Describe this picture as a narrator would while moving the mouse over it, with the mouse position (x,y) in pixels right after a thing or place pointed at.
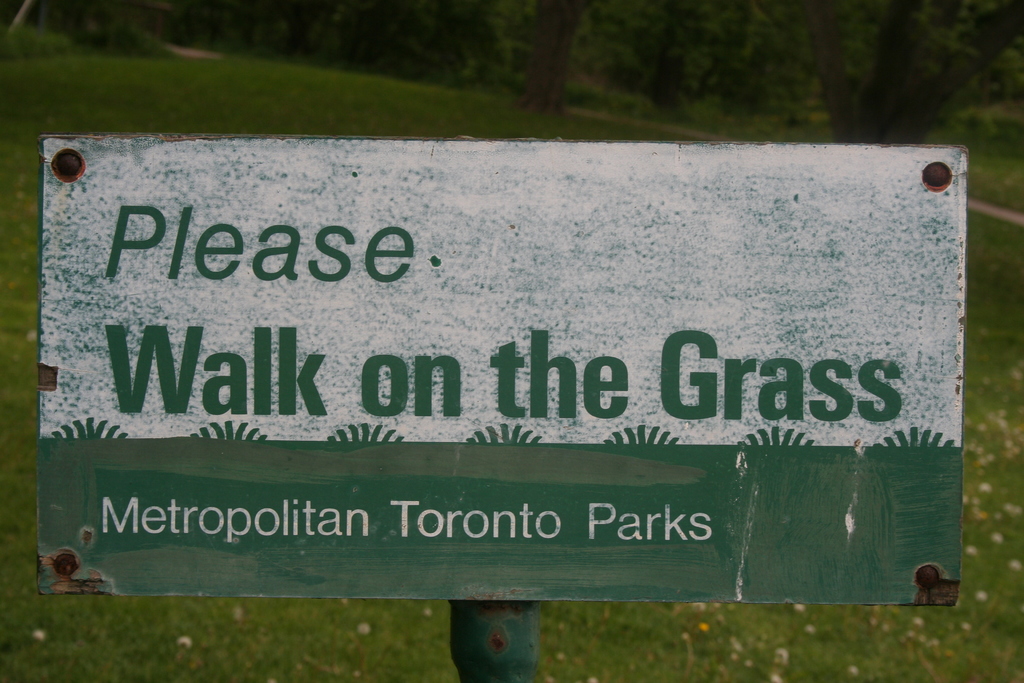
It is a board (507,455) about the park. Behind it this is grass (697,637).
